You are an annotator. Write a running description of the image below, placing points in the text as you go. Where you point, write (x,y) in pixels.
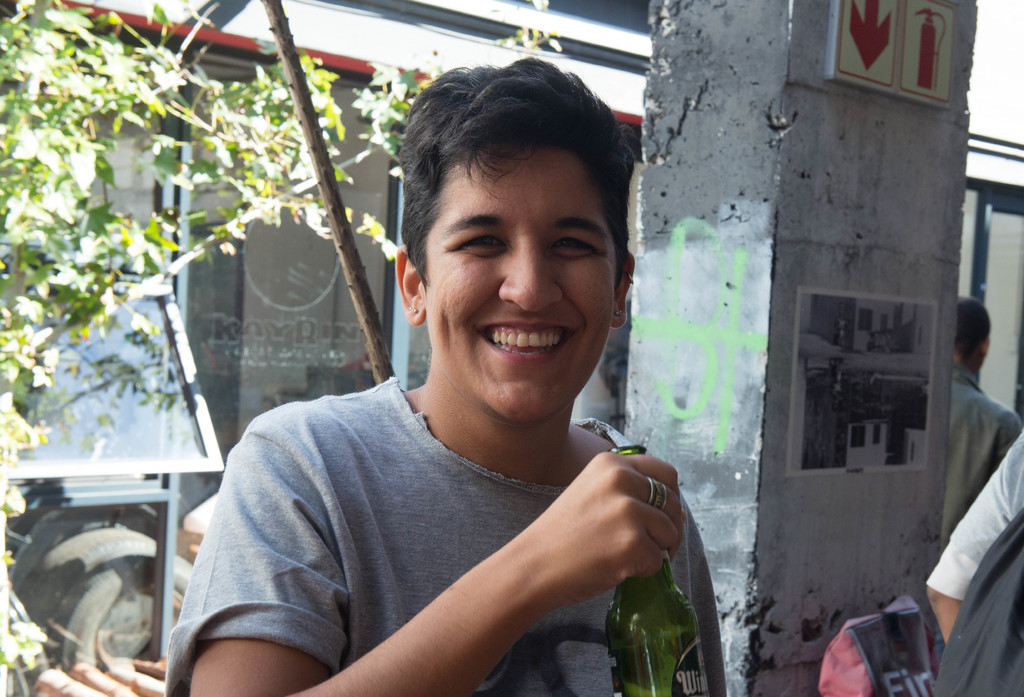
A woman (409,151) is posing to camera with a beer bottle (647,582) in her hand (596,505). There is pillar (662,283) in the background (751,239). Few men (951,494) are standing aside.
